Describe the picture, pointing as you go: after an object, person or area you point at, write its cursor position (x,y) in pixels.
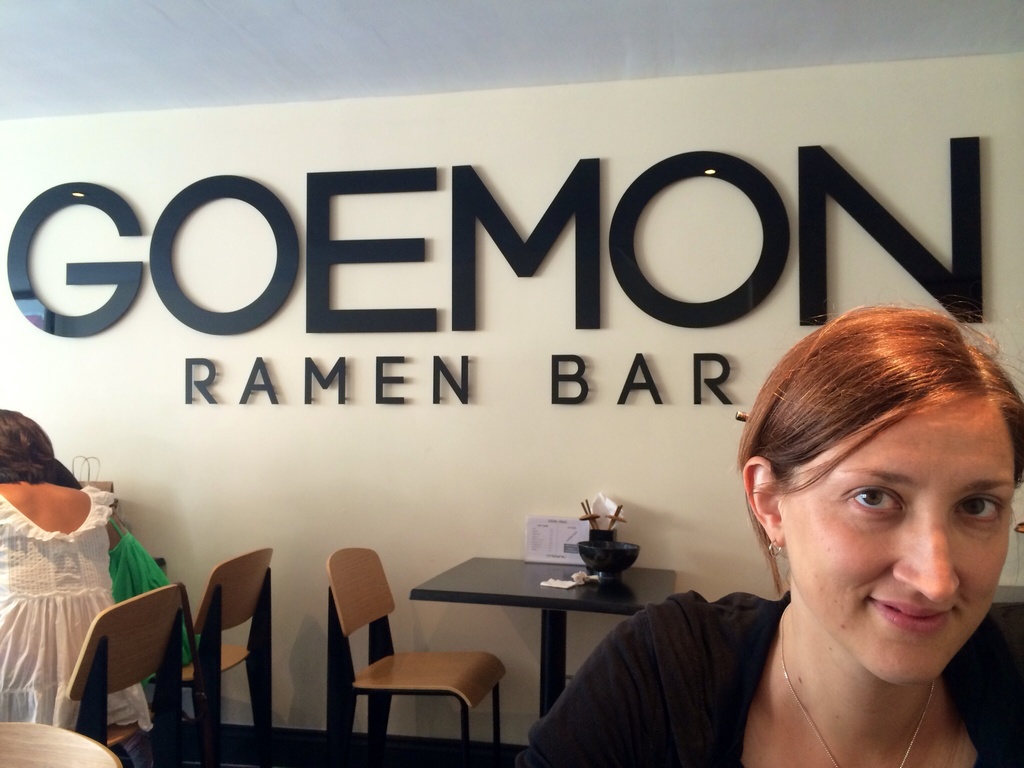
A woman (792,574) is smiling on the right side (937,708). A woman (71,584) is sitting on the left side (143,550). There are table (443,587), chairs (346,621) in this room (238,637). On the table (532,584) there is a bowl (614,562), box (609,533), papers (598,525) and some item (599,522). In the background (530,338) there is a wall (534,303) with name board (262,188).
